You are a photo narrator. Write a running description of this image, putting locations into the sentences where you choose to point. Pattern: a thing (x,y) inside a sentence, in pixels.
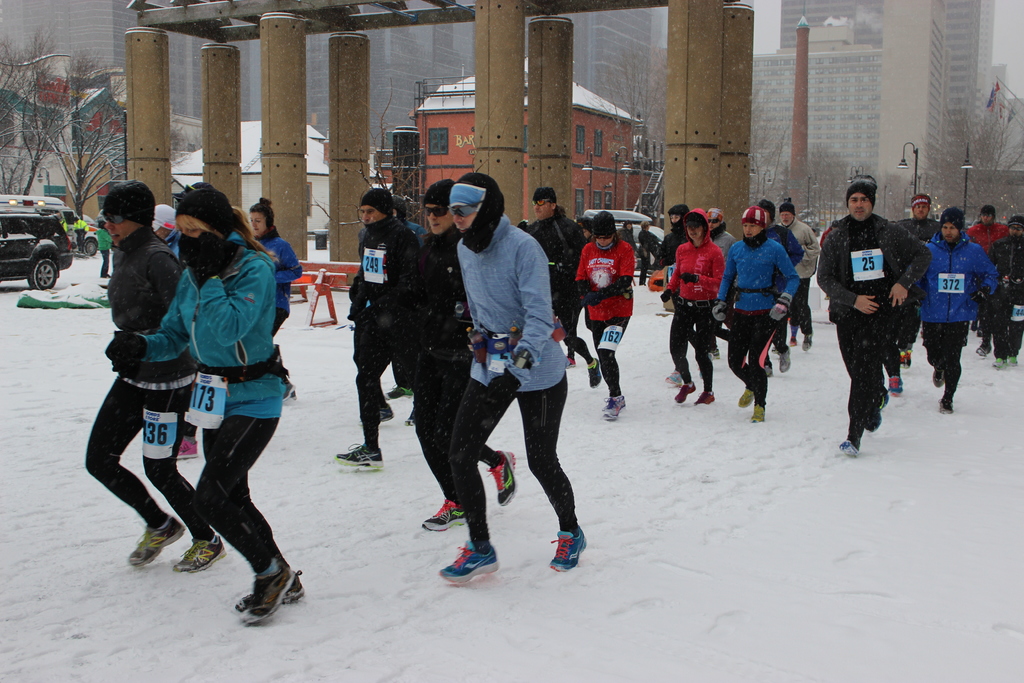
In this image we can see many persons (890,287) running on the snow (519,518). In the background (341,163) we can see pillars (499,107), trees (774,153), house (458,155), buildings (852,37) and sky (772,14).
